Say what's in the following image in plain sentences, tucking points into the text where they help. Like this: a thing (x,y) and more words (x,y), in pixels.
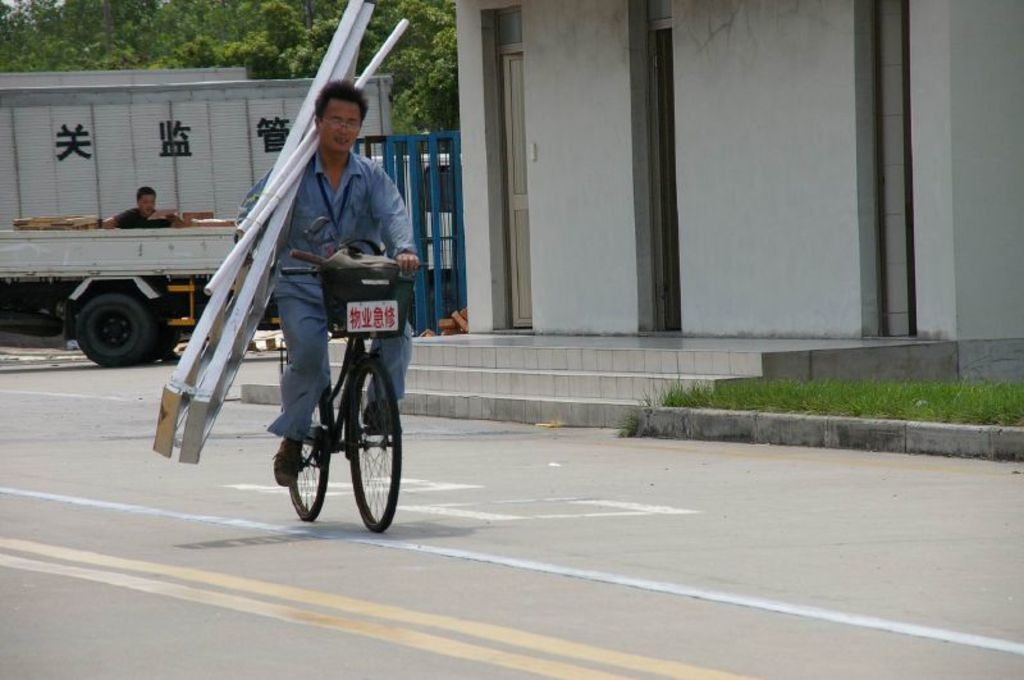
This image is clicked outside. There is a building (758,180) on the right side (876,382) and grass (1012,403) on the right side (969,415). There is a vehicle (133,263) on the left side (137,265), that vehicle (106,297) has a tyres (117,322) and there is a man (150,213) near that vehicle (171,228). there are trees (233,65) on the top (358,62). There is a person (320,342) on the bicycle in the middle (364,235), he is wearing blue color dress (367,216). He is holding sticks (251,295) in his hand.
